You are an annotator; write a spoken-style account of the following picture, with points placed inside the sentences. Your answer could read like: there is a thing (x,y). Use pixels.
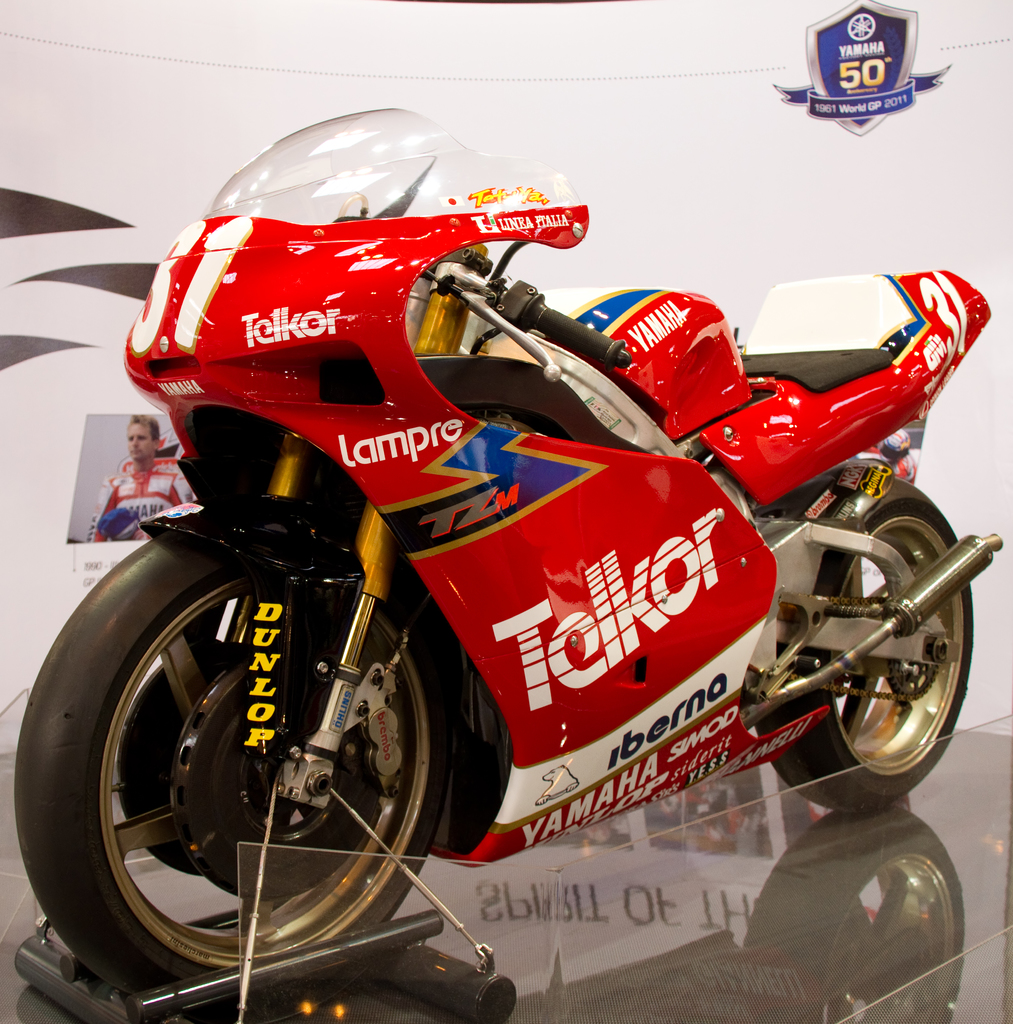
In this picture there is a sports bike (692,496) in the center of the image (570,499) and there is a flex (121,514) in the background area of the image (131,443).
